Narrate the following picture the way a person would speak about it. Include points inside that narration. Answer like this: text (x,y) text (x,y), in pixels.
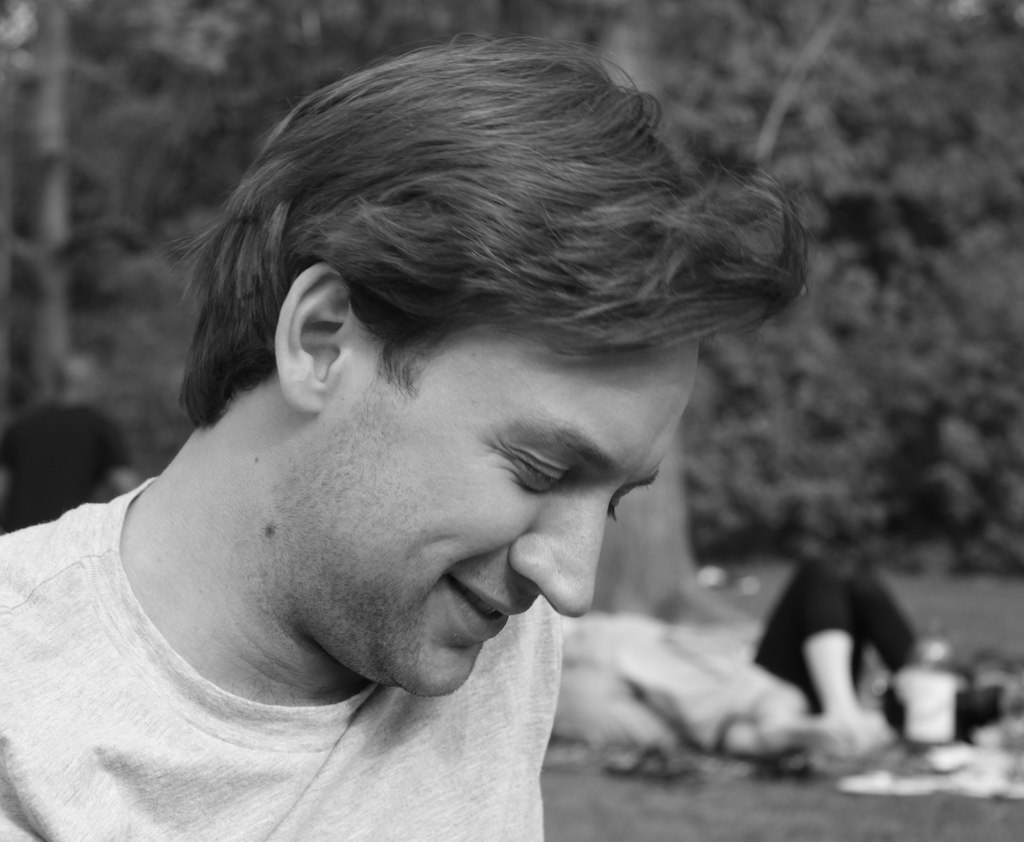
In this image I can see the black and white picture of a person (265,505) wearing t shirt (134,631). In the background (936,162) I can see few trees (880,130) and few blurry objects (789,672).
